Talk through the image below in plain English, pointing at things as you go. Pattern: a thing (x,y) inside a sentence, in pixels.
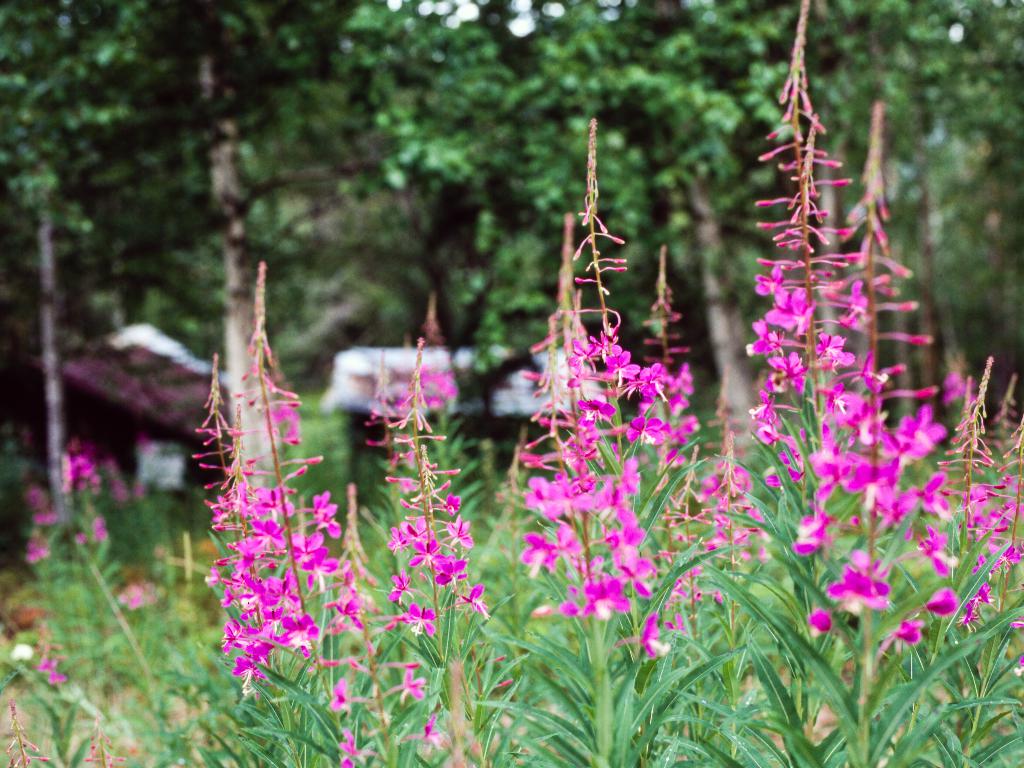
In the foreground of this picture (480,559), there are pink flowers (598,590) to the plants (613,663). In the background (506,401), there are houses (124,349) and the trees (369,128).
